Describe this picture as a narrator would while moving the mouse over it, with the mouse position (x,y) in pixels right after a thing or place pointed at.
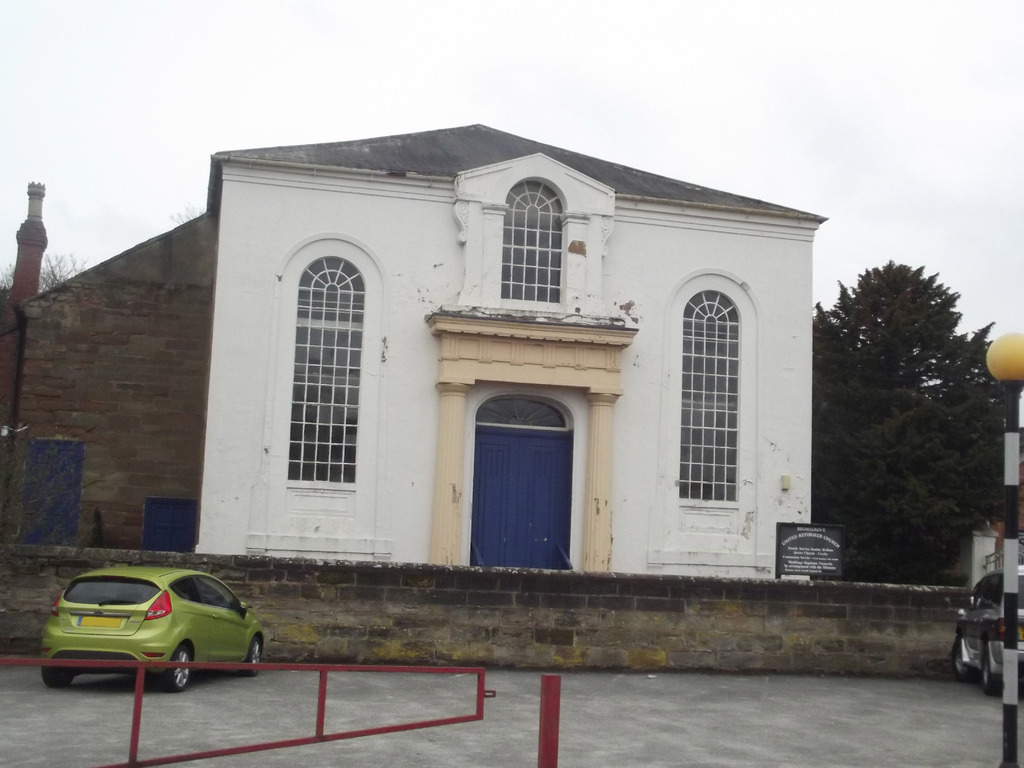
This is an outside view. Here I can see the building (574,435). In front of this building (558,441) there are two cars (129,622) on the ground (510,693). In the foreground (1011,715), I can see a pole (1016,640) and a metal stand (212,666). In the background (876,477) there are some trees (881,373). On the top of the image (618,71) I can see the sky (491,71).
